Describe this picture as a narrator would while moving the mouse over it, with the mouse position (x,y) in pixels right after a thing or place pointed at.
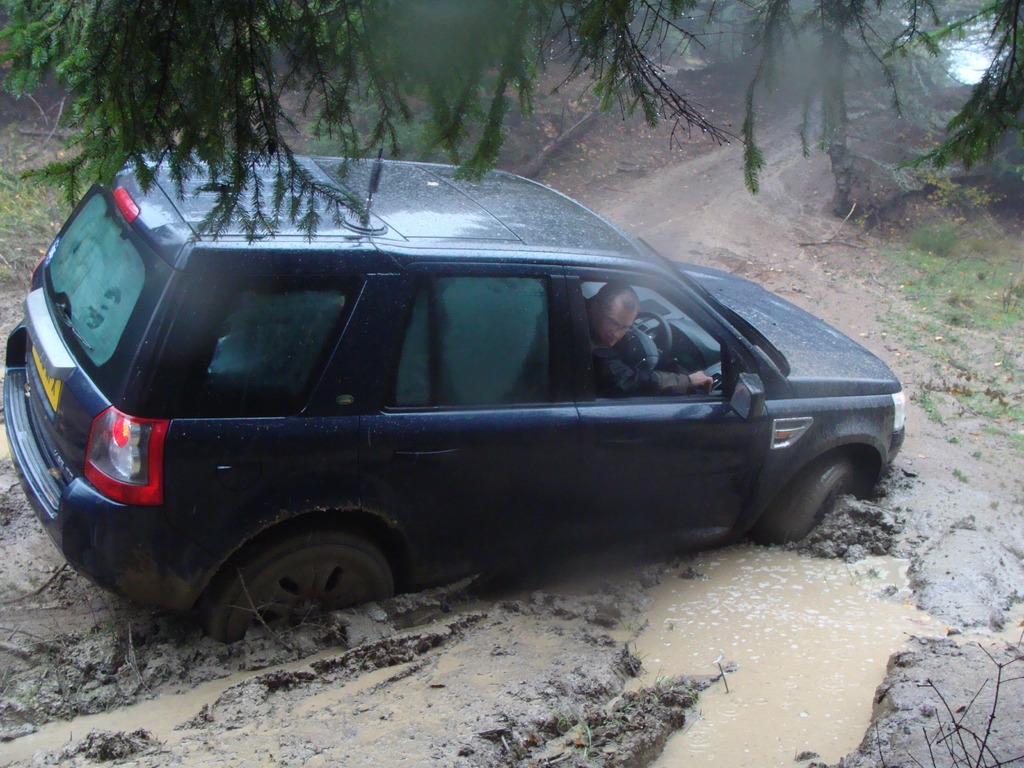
In this image I see a car (715,326) and there is a man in it. I can also see there is grass (6,216) and mud (882,761) and water (774,559) over here, I can also see the leaves (54,9).
